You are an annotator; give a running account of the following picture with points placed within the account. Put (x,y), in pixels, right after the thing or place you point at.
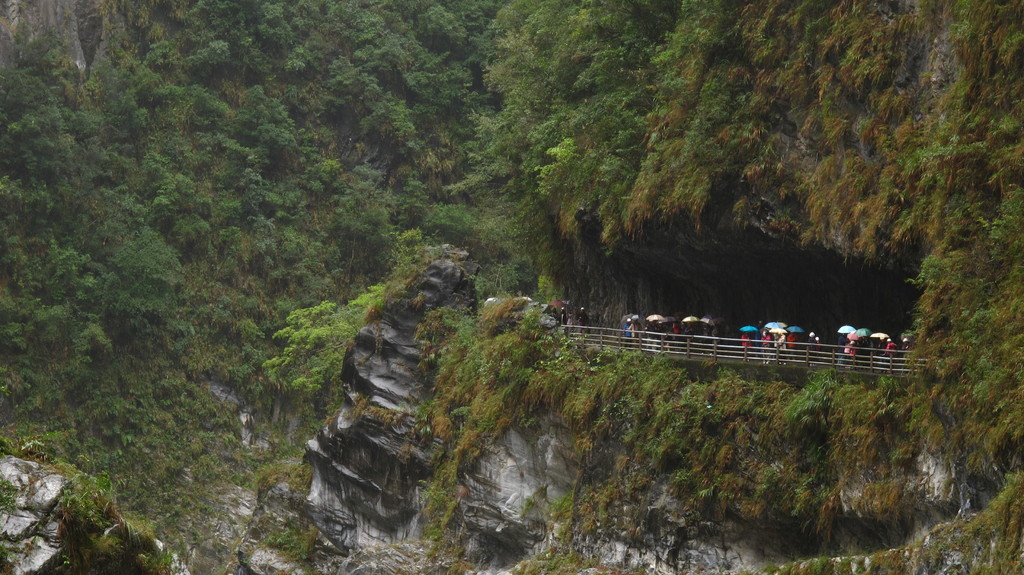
In this picture we observe a road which is under the cave (677,297) and in the background (504,36) we observe a trees (490,31) and grasslands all over the place.
